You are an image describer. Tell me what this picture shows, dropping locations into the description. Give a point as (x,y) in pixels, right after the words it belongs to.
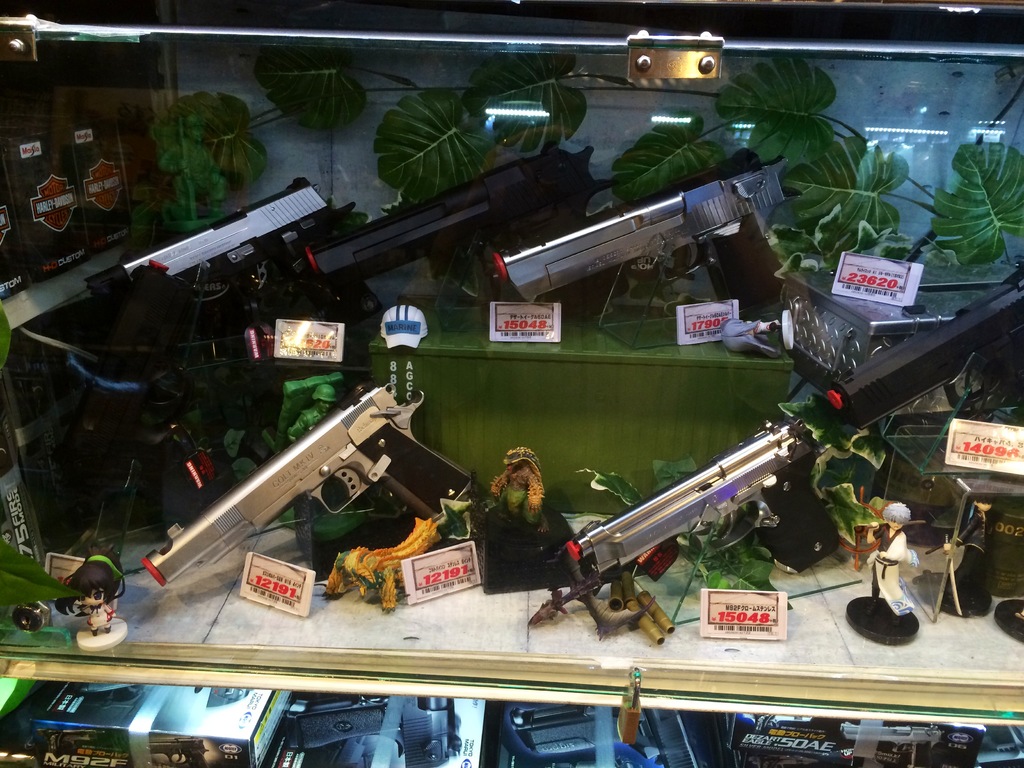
In this image we can see some guns (416,250) placed on the table (270,548). We can also see some boards (262,565) with numbers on it and some toys (869,616). On the bottom of the image (343,750) we can see some boxes (242,702).
